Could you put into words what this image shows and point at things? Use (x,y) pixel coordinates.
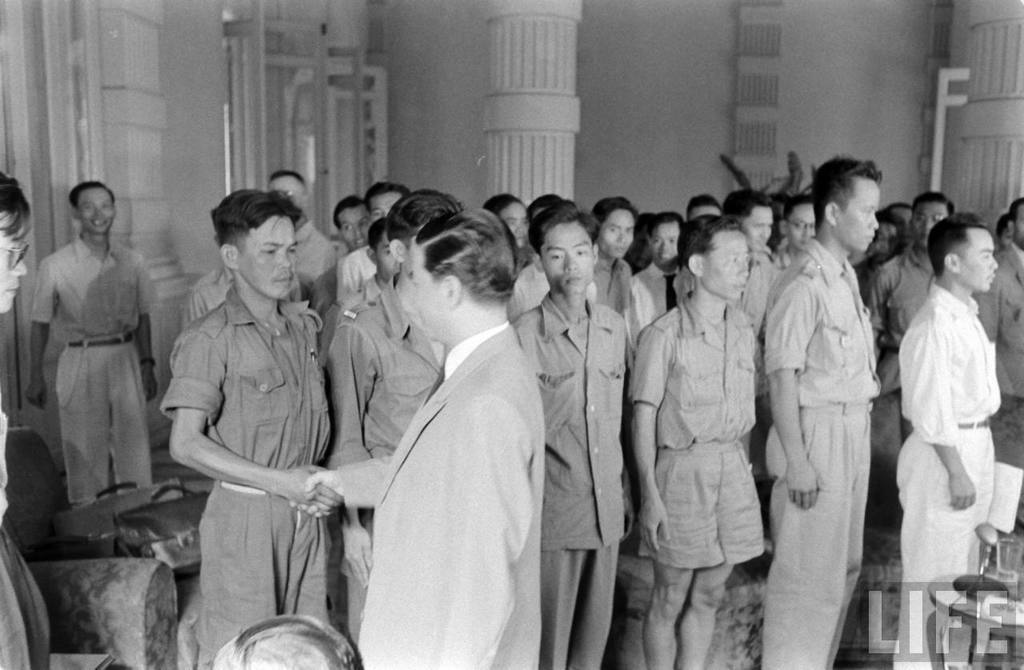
This is black and white picture where we can see people (478,420) are standing and one person (451,456) who is wearing coat (480,510) is doing shake hand (332,502) to one of the person (253,398). Background (537,81) wall (852,72) and pillar (537,98) is there.
